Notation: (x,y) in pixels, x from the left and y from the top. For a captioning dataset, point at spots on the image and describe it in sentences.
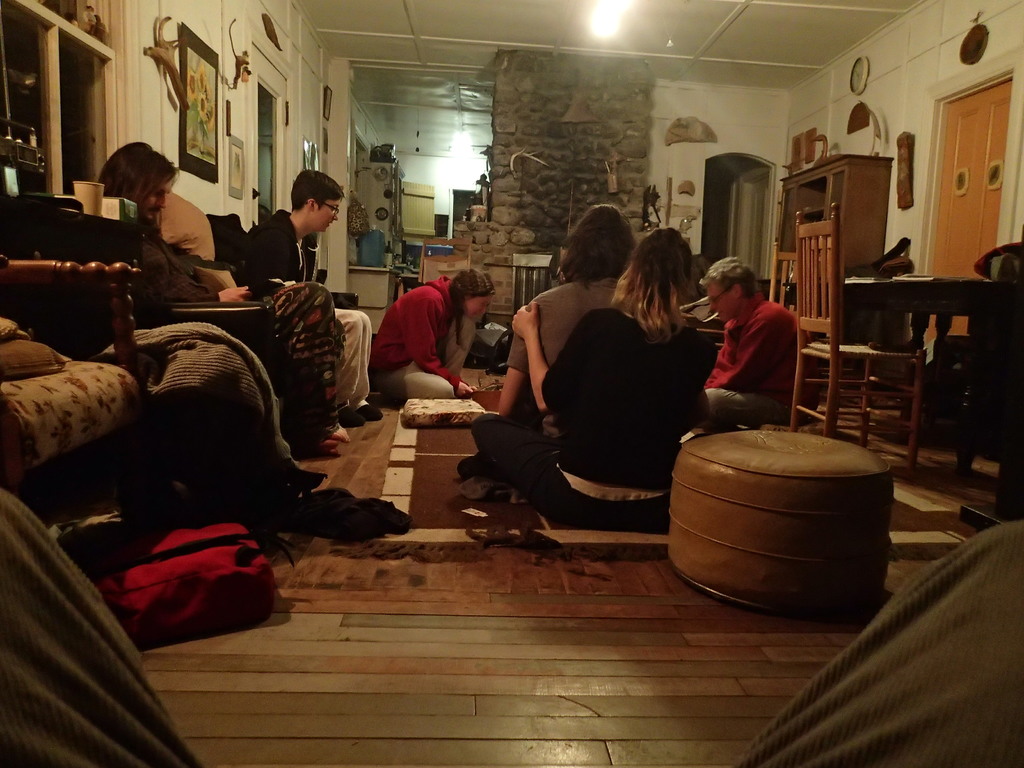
In this picture we can see a group of people (201,299) where some are sitting on chairs (263,346) and some are sitting on the floor (506,575) and beside to them we can see chairs (835,235), cupboards (842,177), door (952,175), clock (866,68), wall (154,135) with frames (226,121) and in the background (360,180) we can see some objects (352,222).
